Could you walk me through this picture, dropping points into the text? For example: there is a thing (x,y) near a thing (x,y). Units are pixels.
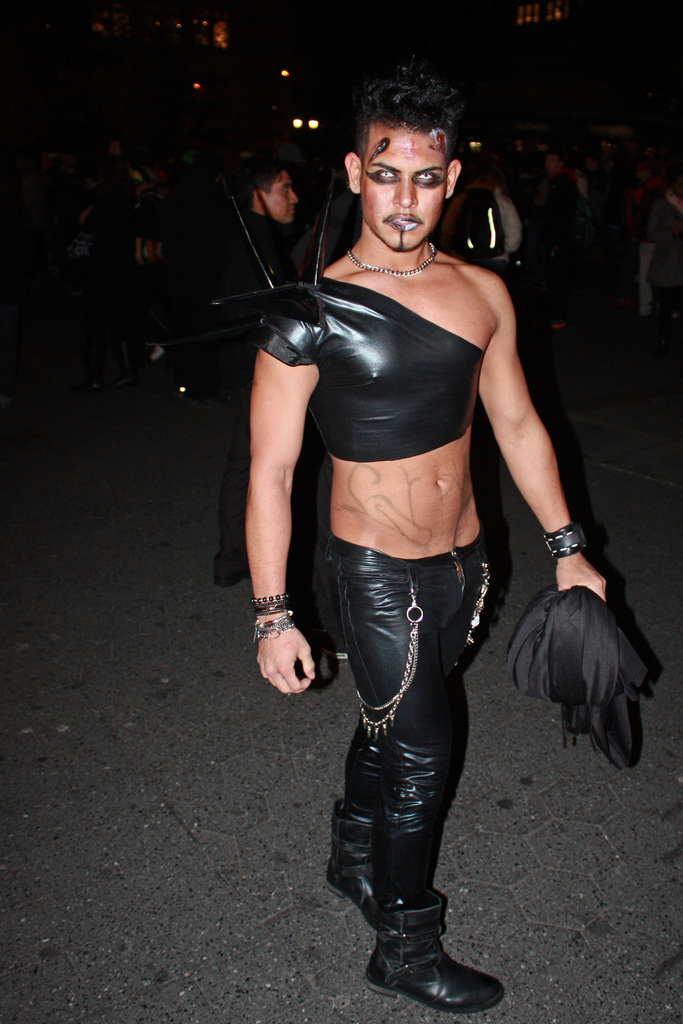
In this picture there is a man (423,455) towards the right (514,451). He is wearing black clothes (434,568) and holding a cloth (587,688) in his hand (583,576). In the background (278,204) there are people (97,230).
